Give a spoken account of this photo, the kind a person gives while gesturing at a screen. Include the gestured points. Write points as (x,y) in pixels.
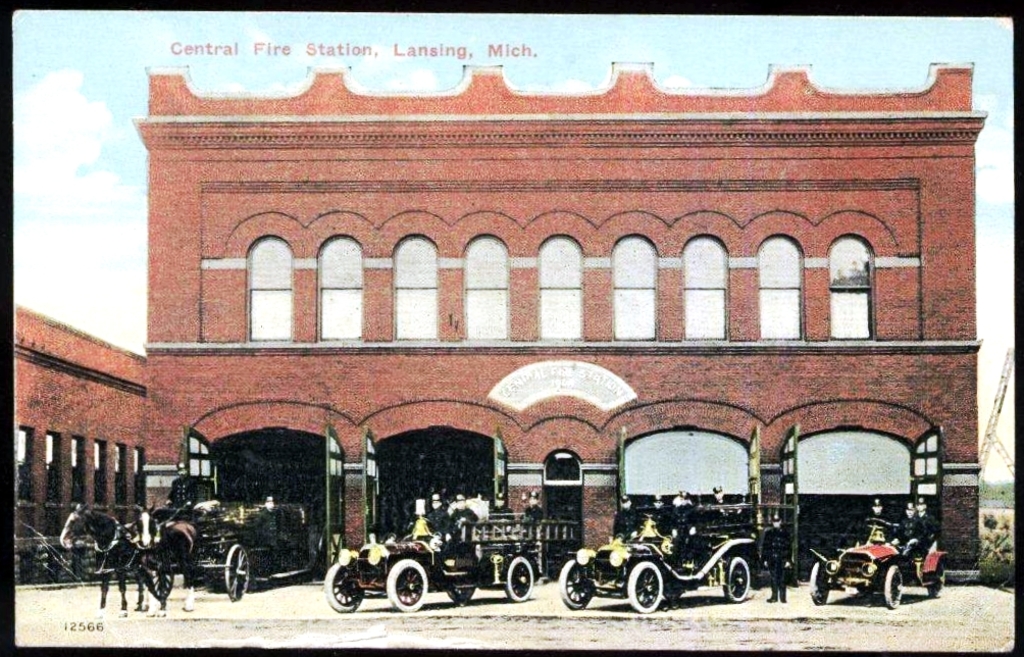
This is a poster. On this poster we can see vehicles (898,592), cart (196,545), horses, and a building (733,433). In the background (92,66) there is sky (135,80).
